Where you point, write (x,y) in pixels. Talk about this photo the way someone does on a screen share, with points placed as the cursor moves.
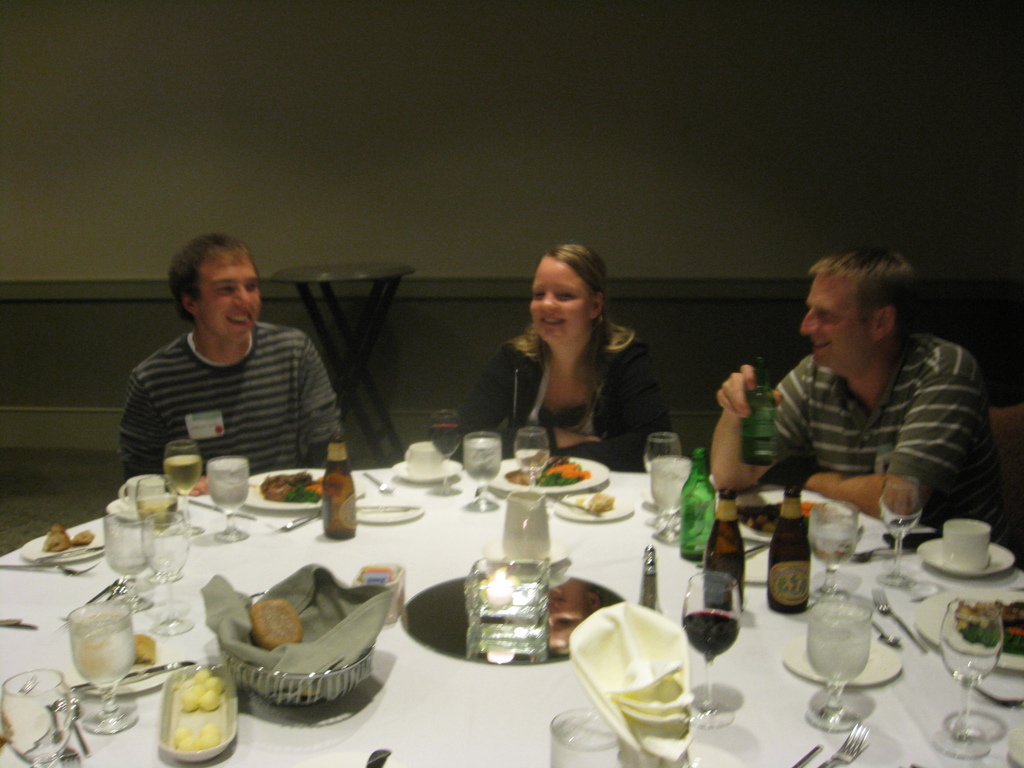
In this image there are three people (237,338) who are sitting around the table (327,748). On the table (274,513) there are glass bottles (796,536), glasses (843,648), plates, bowl (331,693), spoon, cloth (392,494), forks (860,734) cup (423,455) and food (563,471). In the background (478,143) there is a wall (396,132). In front of wall (328,209) there is a stool (364,276).
